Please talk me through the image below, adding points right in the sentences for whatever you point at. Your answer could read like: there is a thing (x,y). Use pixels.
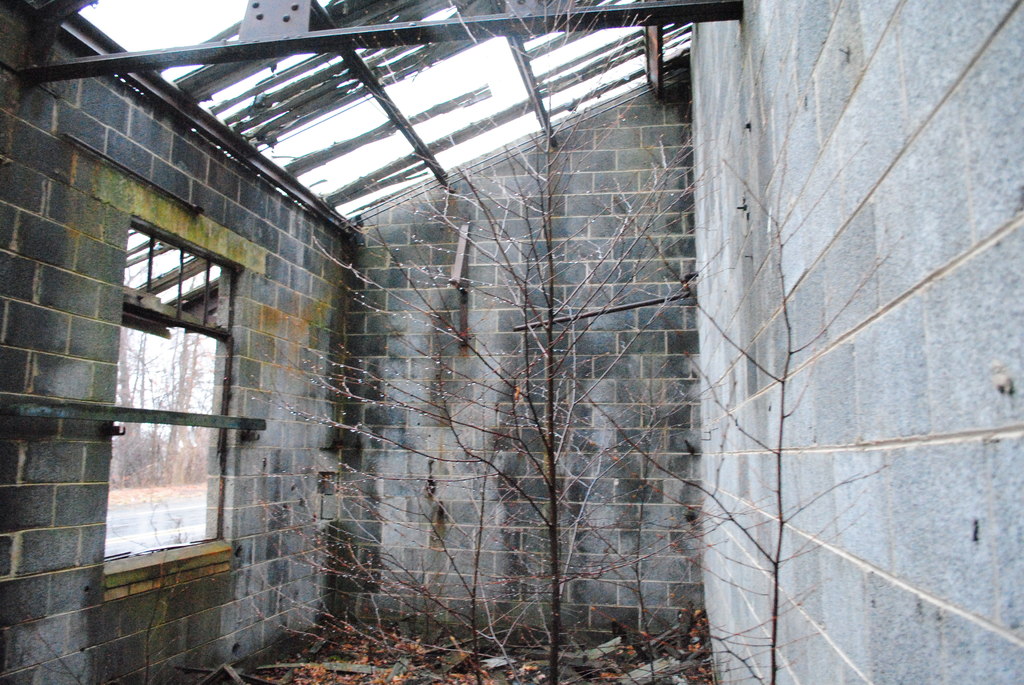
In the image in the center (573,282) there is a building (859,294), wall (872,290), window (171,330), roof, tree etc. In the background (140,21) we can see the sky (207,24) and clouds (207,28). Through window (128,503), we can see trees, grass (115,495) and road (131,530).
